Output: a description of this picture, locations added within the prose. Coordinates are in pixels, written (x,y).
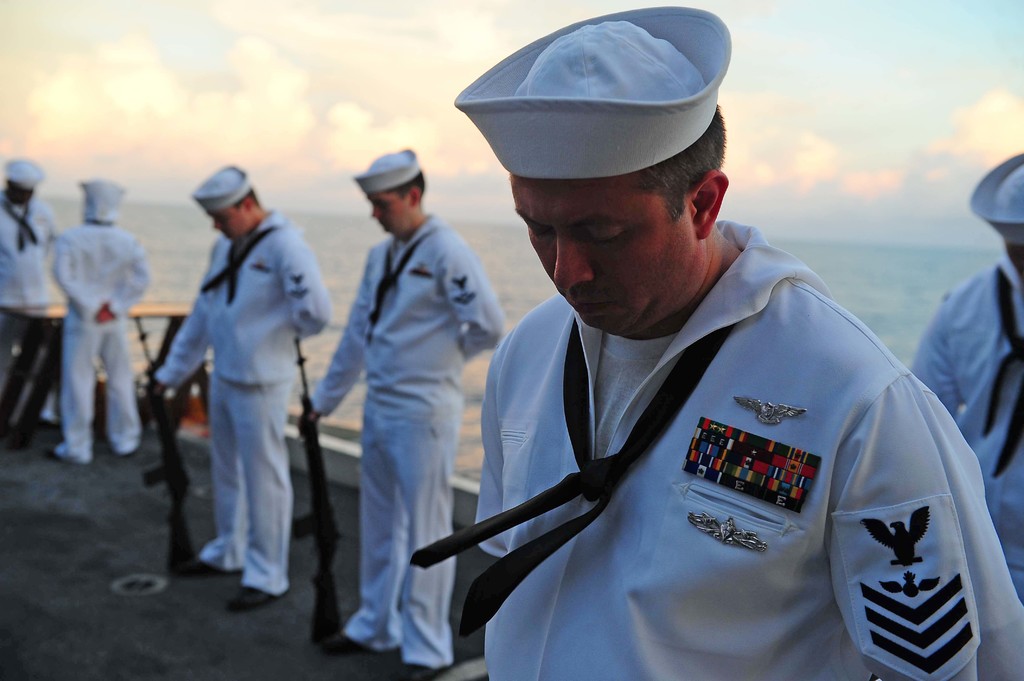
In this image I can see the group of people (416,433) standing and wearing the white color dresses (382,349). These people (211,270) are wearing the caps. I can see two people (198,297) are holding the weapons (331,529). To the side I can see the water (475,395), clouds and the sky (787,71).
